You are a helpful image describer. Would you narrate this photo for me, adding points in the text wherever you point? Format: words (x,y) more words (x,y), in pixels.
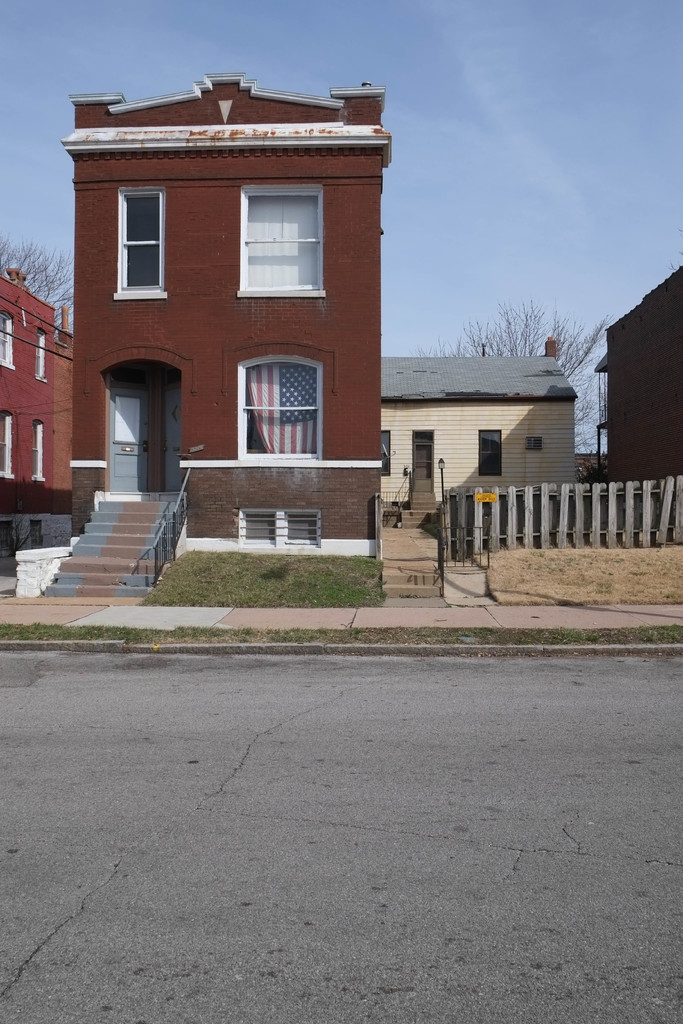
In the foreground of this image (324,808), there is the road (469,773). In the background (15,363), there is a side path (458,570), railing (489,541), a building (238,495), stairs (116,504), grass (286,560) and few buildings (430,414) around it and we can see two trees (457,337) in the background (58,290). On the top (285,50), there is the sky (440,31) and the cloud (493,94).
